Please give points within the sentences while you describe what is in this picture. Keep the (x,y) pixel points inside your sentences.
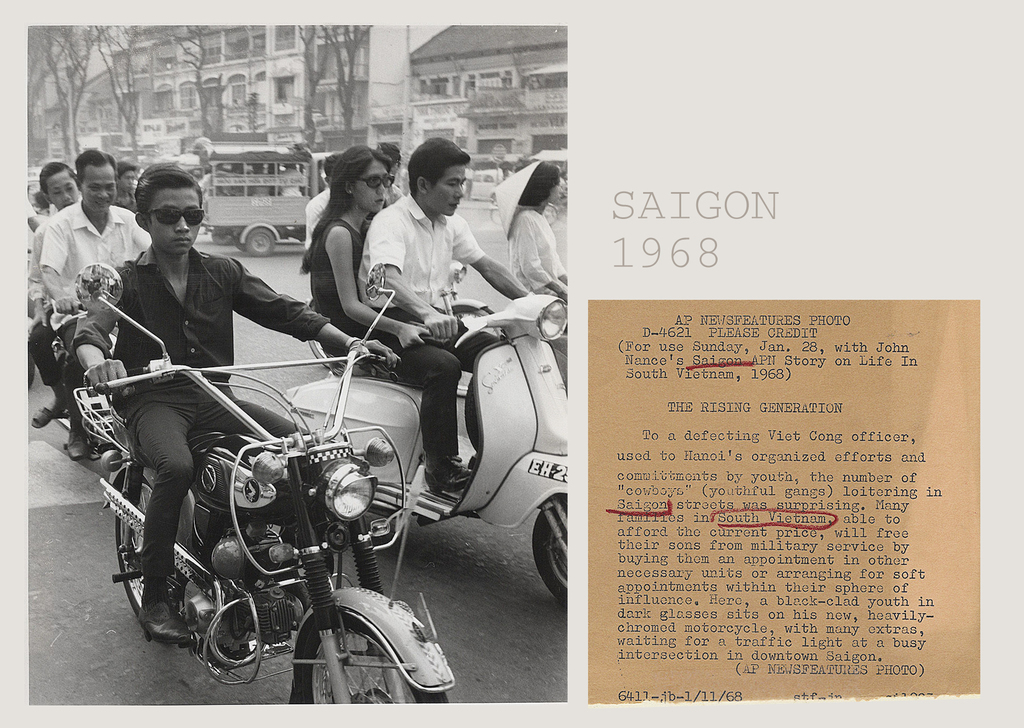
This is a black and white picture. Here we can see persons (424,363) riding vehicles (284,533) on the road (421,541). On the background (217,98) we can see buildings (272,89) and trees (352,84). Here we can see a paper note (839,568).
